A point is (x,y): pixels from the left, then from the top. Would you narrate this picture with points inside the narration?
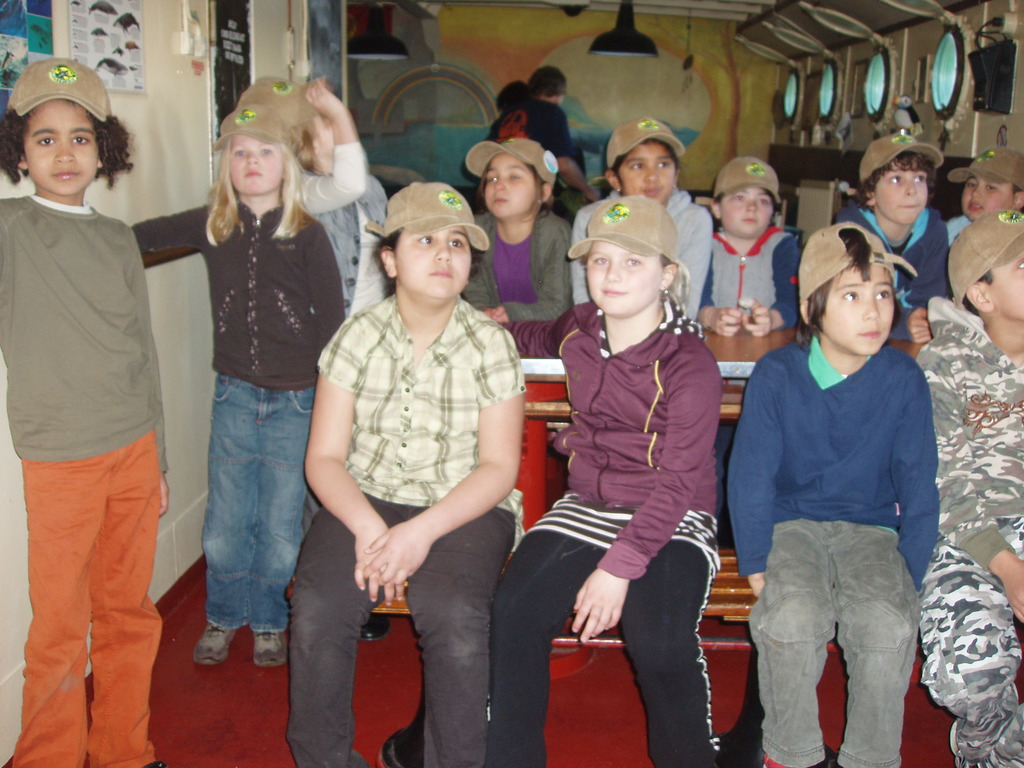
In this picture we can see a group of small boys and girls (645,513) sitting on the benches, mostly looking away from the camera. Behind we can see painted wall (605,62) and hanging lights (619,53).
